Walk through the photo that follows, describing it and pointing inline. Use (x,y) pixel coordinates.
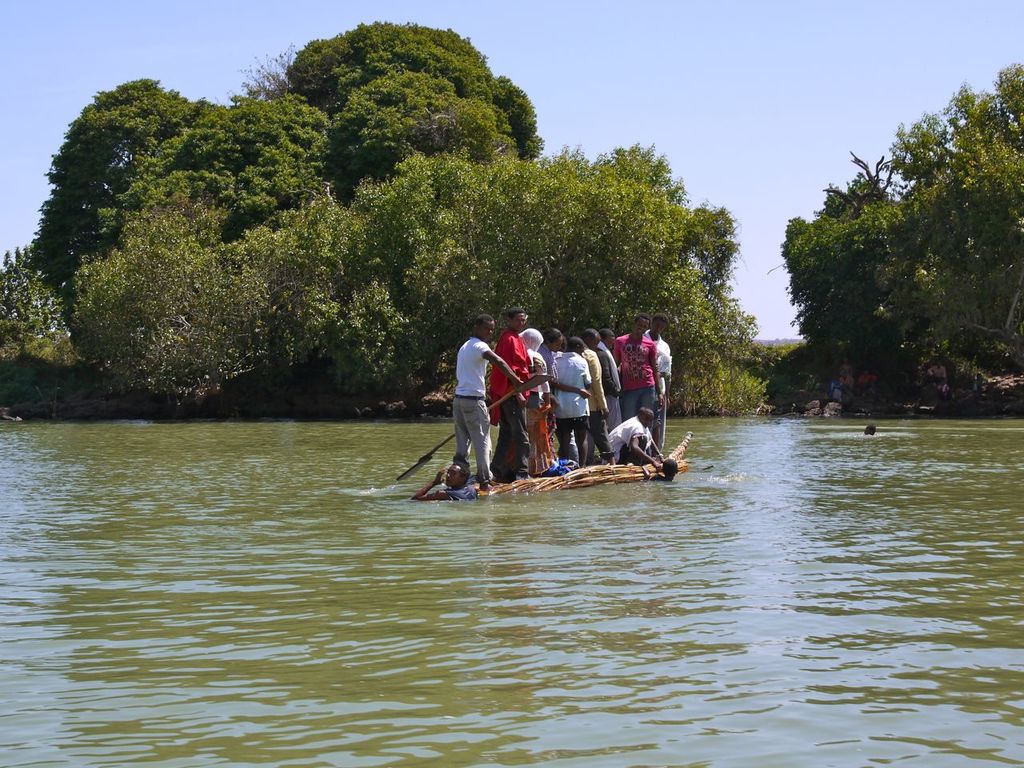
This image is clicked outside in a river (766,531). There are many persons (553,388) on the boat (545,477). In the background (437,245), there are trees (619,245) and sky (719,188). At the bottom (460,670), there is water (611,593). The man (486,419) riding boat (598,481) is wearing white t-shirt (471,379).
